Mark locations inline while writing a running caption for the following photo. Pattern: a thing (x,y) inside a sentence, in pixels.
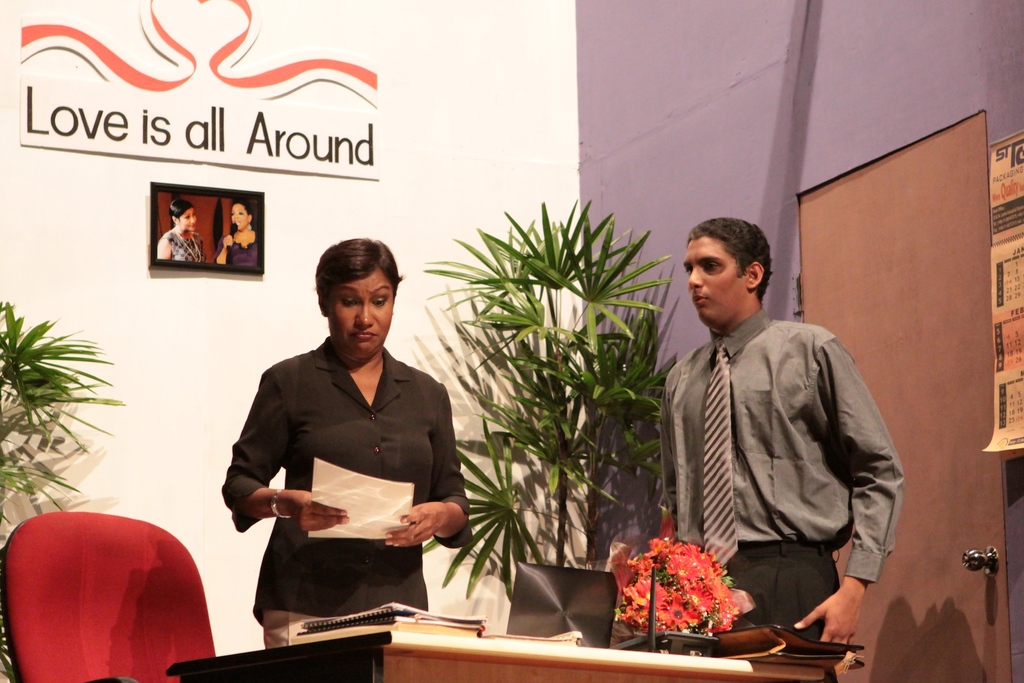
In this image I can see a woman (437,490) and a man (727,407) who are standing on the floor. Here we have two plants (556,400) and a door (916,413). On the table (439,642) we have books (407,614) and some other objects (585,623) on it. The woman (372,464) is holding a piece of paper (382,501) in her hands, and here we have red color chair (106,606).
